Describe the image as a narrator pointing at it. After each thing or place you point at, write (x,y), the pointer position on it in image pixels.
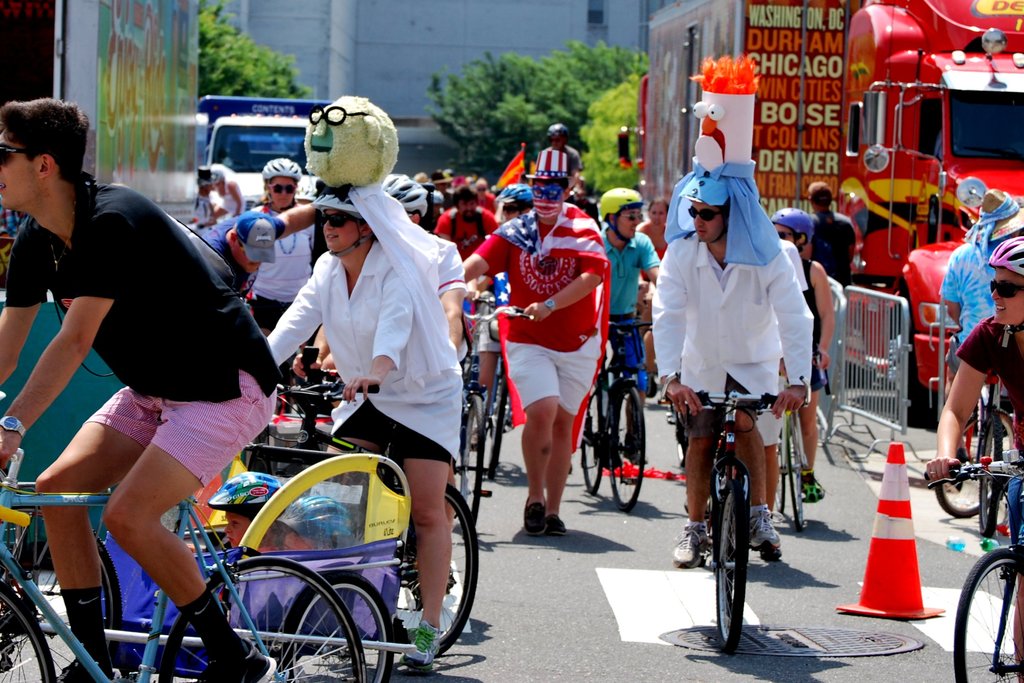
A group of people (399,431) are riding a cycle (357,443) on the road (495,553) in the middle (575,426) a person (570,465) is walking with the cycle (494,444) behind them there are vehicles (228,110), trees (209,90), buildings (557,37).
